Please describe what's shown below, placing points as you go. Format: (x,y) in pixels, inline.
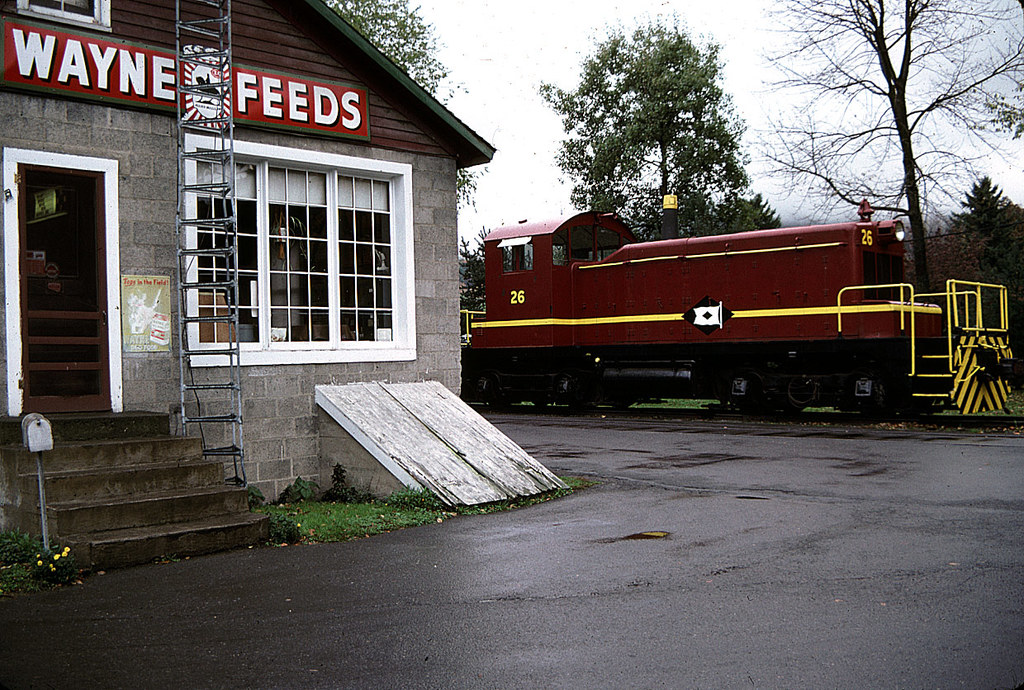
In this image I can see building (89,374), window (300,236) and stairs (117,449). Back Side I can see a vehicle (559,320) which is in yellow and maroon color. I can see trees (606,117). The sky (539,94) is in white color.
